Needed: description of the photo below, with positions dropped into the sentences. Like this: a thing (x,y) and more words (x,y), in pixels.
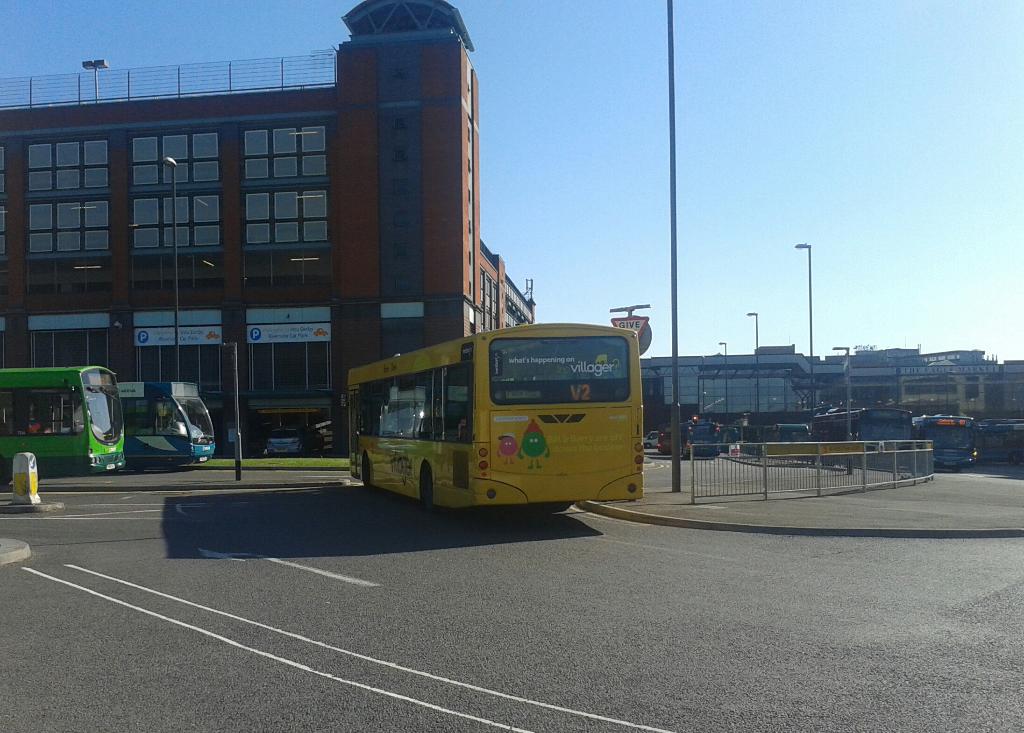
In the foreground of this image (419,607), there is a road (521,569) and few buses (453,417) on it. We can also see poles (673,392) and railing (846,445) on the pavement (908,518). In the background (921,411) there are buses (842,410), buildings (768,372) and the sky (884,107).
